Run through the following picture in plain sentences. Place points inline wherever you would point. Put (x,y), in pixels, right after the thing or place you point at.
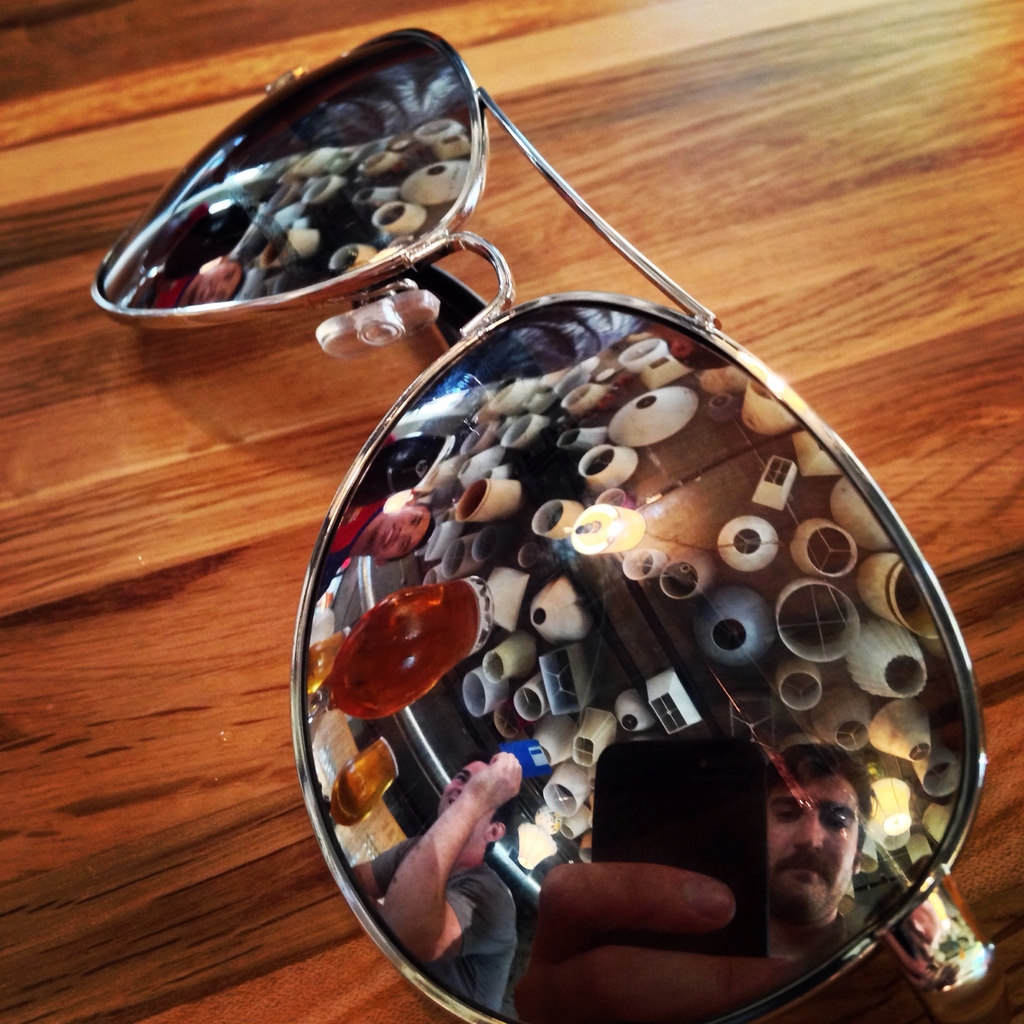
In this image I can see goggles (496,353) which are placed on the table (271,654). On the glass (634,690) I can see a person (824,855) is holding a mobile (644,847) in hand (653,889). Beside him there are two more men (454,858) and I can see three wine glasses (376,672) and white color lampshades (877,685).
